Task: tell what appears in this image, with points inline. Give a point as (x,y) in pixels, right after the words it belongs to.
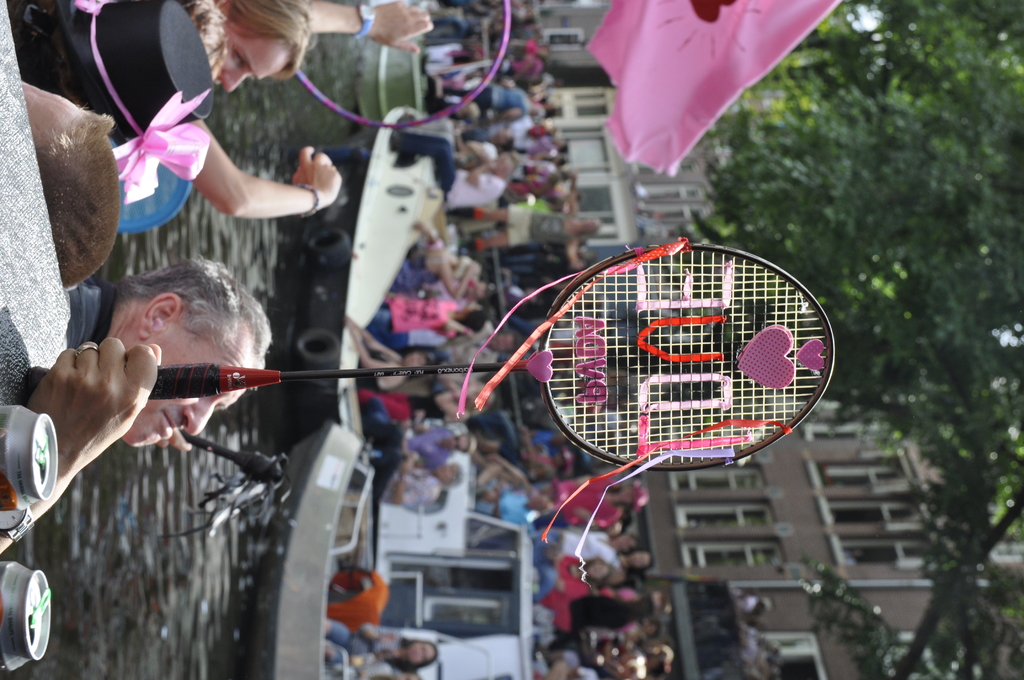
In this image I can see number of people (534,222) are on boats (400,558). Here I can see a person (77,377) is holding a racket (573,371).
